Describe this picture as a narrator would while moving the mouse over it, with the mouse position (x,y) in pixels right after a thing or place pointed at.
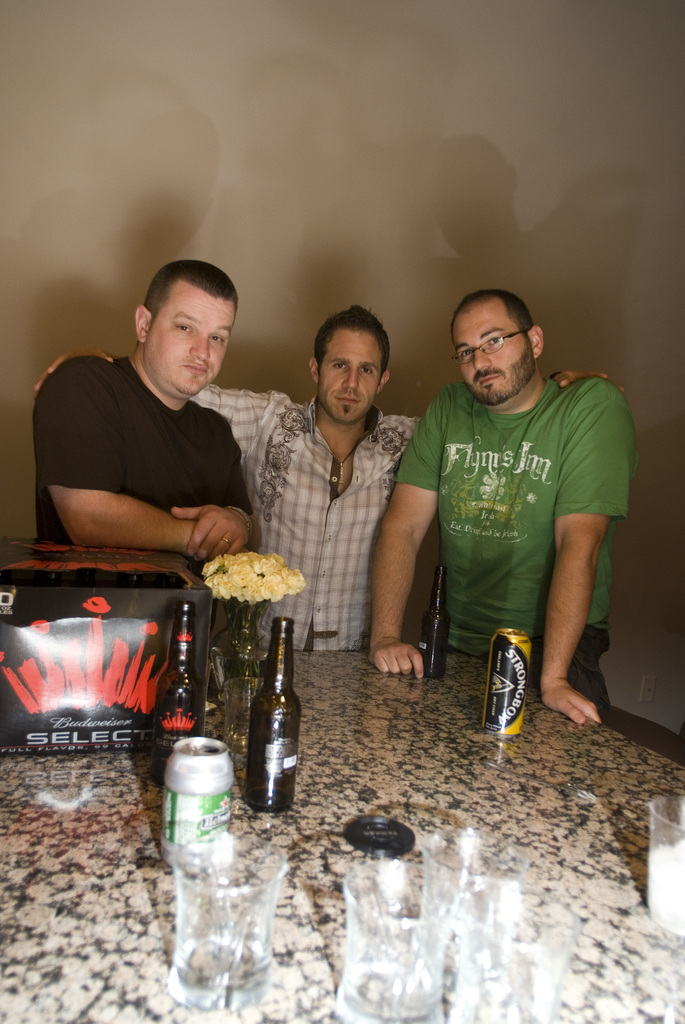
There are three members (291,473) standing in front of a table (413,757). On the table (387,733), there are some bottles (251,768), tins (197,796), glasses (224,855) and a box (128,668) here. We can observe some flowers (249,580). Three of them were men (394,454). In the background (417,241), there is a wall (159,150) here.
